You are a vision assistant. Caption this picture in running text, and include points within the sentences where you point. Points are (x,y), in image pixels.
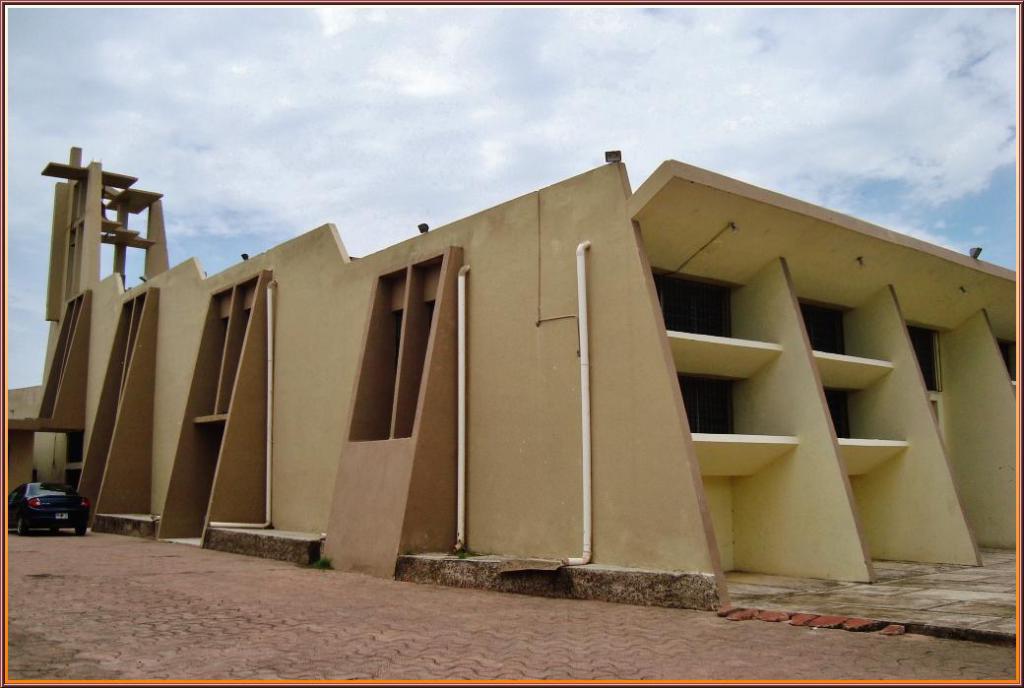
In this picture we can see a building (650,402), on the left side (53,505) there is a black color car (57,518), we can see the sky (498,178) at the top of the picture (480,105).
